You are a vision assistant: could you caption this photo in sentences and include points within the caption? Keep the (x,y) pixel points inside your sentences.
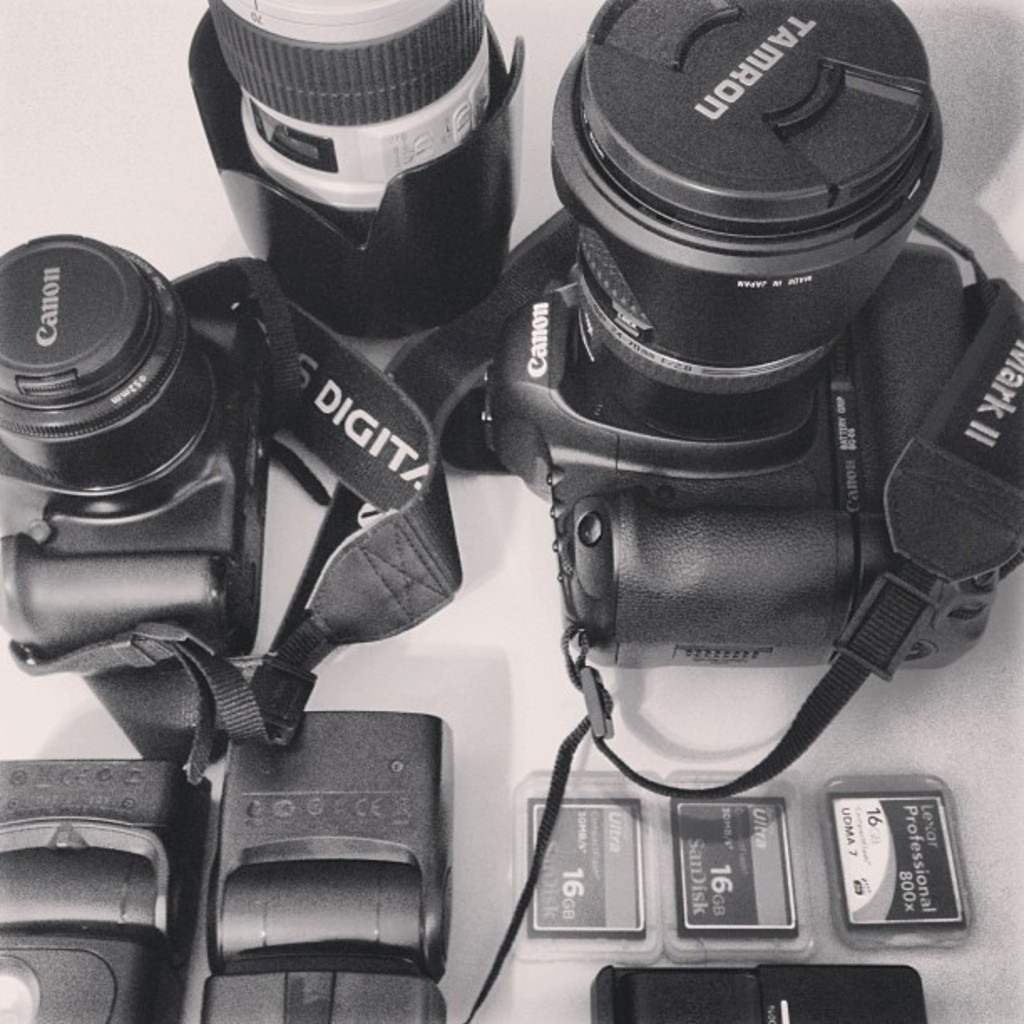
In this image I can see the cameras (141,376), cards (773,896) and few more objects (394,735) on the white color surface (560,725).
